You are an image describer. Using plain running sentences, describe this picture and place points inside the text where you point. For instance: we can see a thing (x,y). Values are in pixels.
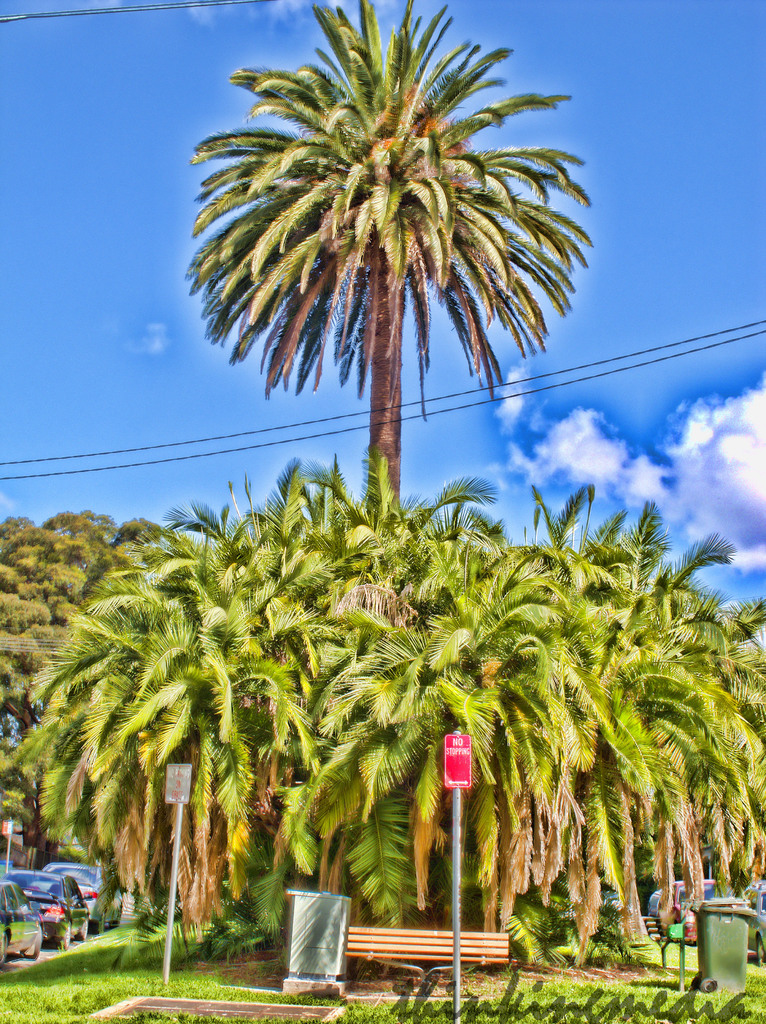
In this picture we can see vehicles (84,920) on the ground (84,971), here we can see poles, trees (202,882) and some objects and in the background (560,476) we can see sky (550,479) with clouds (568,466).
